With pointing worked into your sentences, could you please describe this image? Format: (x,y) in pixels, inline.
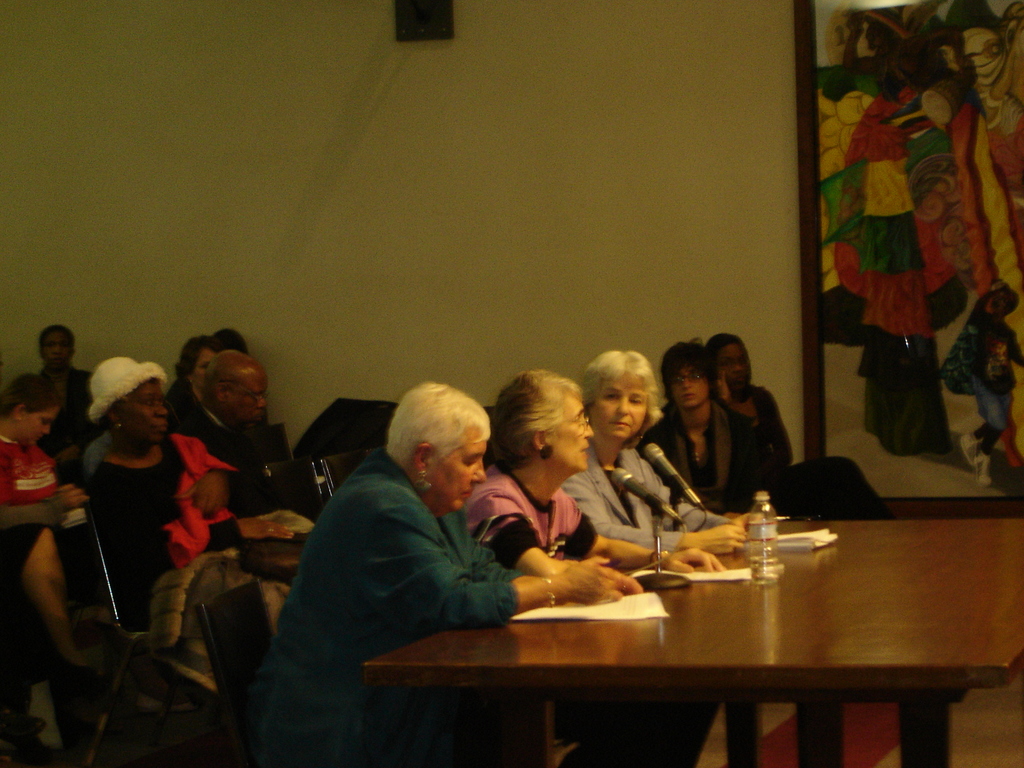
This picture shows people (191,340) seated on the chairs (222,687) and we see water bottle (752,570), papers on the table (911,552) and we see a photo frame (815,278) on the wall (792,2).
